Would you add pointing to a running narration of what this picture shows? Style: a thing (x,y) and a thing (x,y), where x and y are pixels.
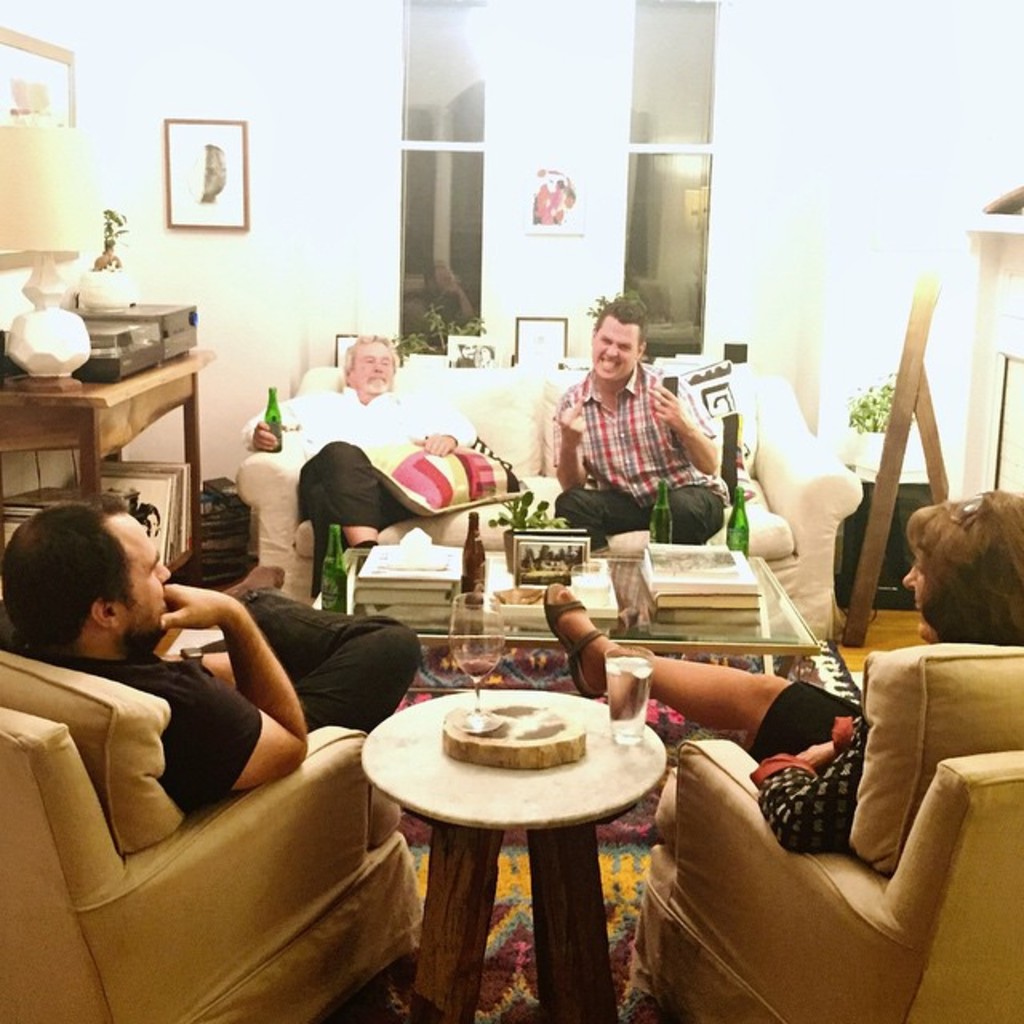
There are three men (342,478) and one woman (782,702) sitting on the couch (770,886). This is a glass teapoy (652,631). There are four bottles (741,535), photo frame (564,563), flower pot (511,534), books (688,565) placed on the table (749,649). This is a stool (424,777) with a wine glass (483,730) and tumbler (609,722) placed on it. This is the carpet (505,931) on the floor (530,980). I can see frames (449,357) near the window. This is another table (106,383) with a lamp (71,357) and two devices (154,337) placed above the table (95,393). here are few objects (148,503) under the table (126,442). These are the photo frames (178,149) attached to the wall (282,103). This is a window (700,160) with a glass doors (483,195). I can see a house plant (883,403) at the corner. These are the cushions (468,483).
